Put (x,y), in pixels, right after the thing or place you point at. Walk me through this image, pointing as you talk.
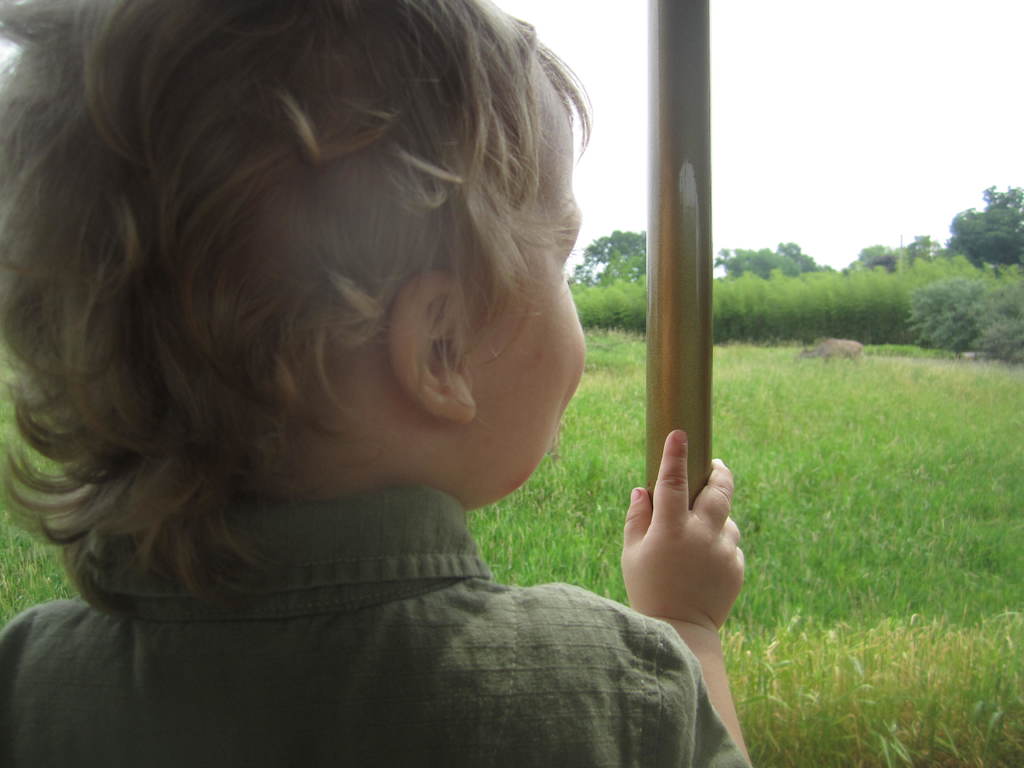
In this image I can see a child (226,292) in the front (497,289) and I can also see a pole (655,255) on the right side (685,28). In the background (563,440) I can see an open grass ground (716,373) and number of trees (1023,215).
